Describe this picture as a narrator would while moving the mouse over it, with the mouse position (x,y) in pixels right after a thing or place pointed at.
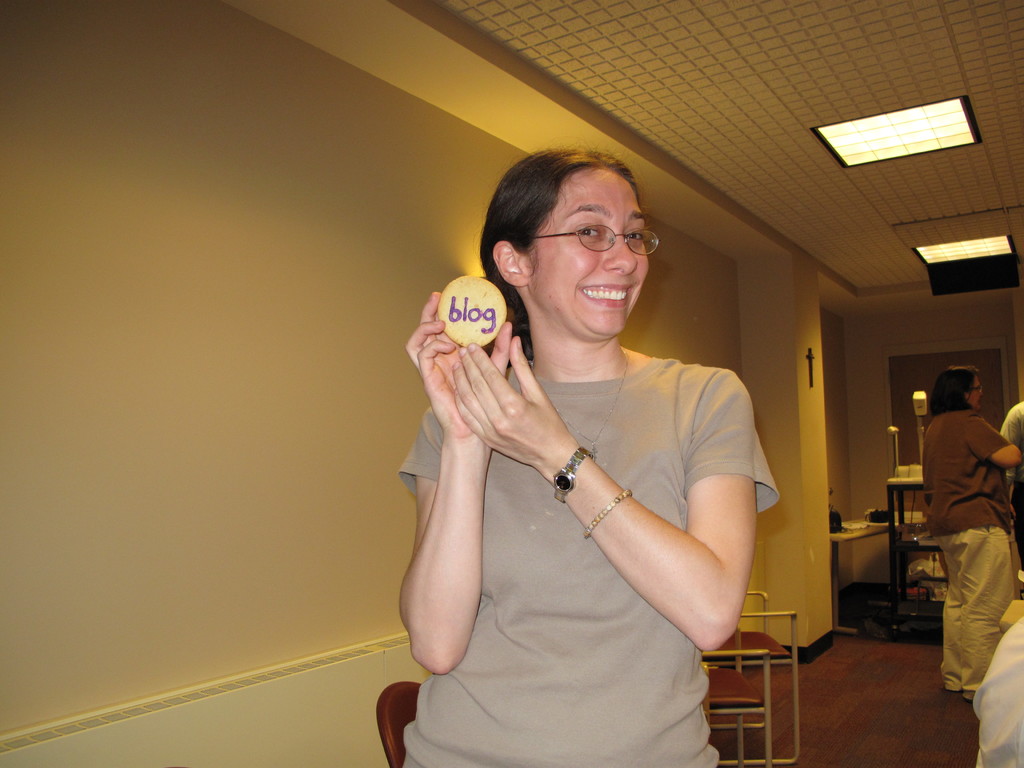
There is one women (531,481) standing in the middle of this image (528,419) is holding an object (494,324) and there are some persons (970,626) standing on the right side of this image (968,596). There is a wall (819,387) in the background (789,401). There are some tables (901,526) as we can see on the right side of this image (843,539). There are some lights (916,130) arranged at the top of this image (833,155).
